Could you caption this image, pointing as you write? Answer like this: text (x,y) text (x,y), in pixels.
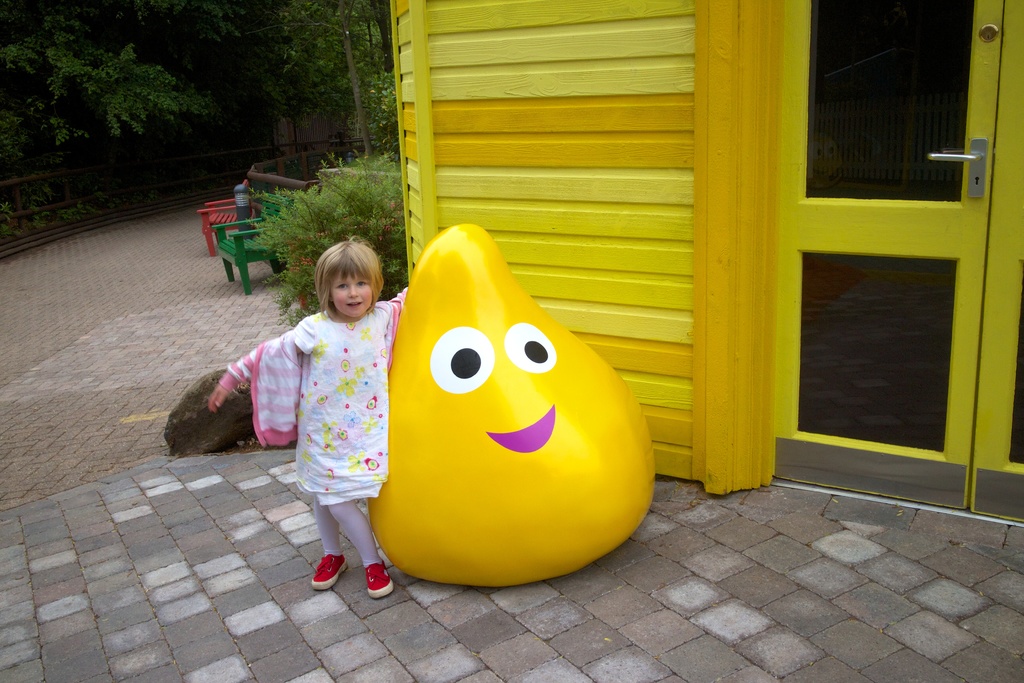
In this image we can see there is a little girl (357,399) standing beside the toy (483,437). On the right side of the image (729,311) there is a house (619,205). In the background (234,106) there are trees (105,65).
